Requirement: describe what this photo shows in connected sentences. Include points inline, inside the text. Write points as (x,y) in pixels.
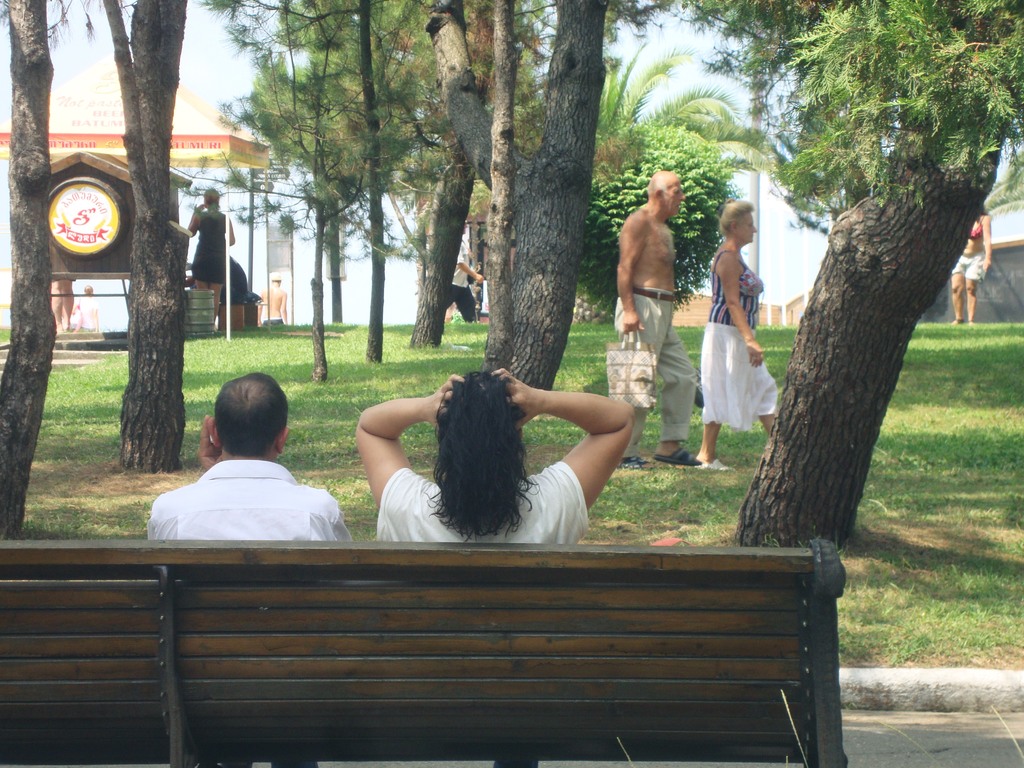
In this image there are group of persons (443,425). In the center (501,475) the woman (487,486) sitting on a bench (478,595) and keeping her hands (529,412) on her head (453,408). At the left side (258,492) the man (243,492) wearing a white shirt (235,501) is sitting on the bench (248,620). At the right side (714,294) women (742,367) is walking in the back of the woman (457,453) man (652,279) holding a bag (644,346) is walking along with her. In the background (200,253) there are two persons (210,253) standing and sitting, and there are trees (388,96), tent (224,125), sky (212,63). At the right side (990,287) there is a wall (1004,281) and a person (966,275) standing. On the floor (965,393) the grass (936,420).
